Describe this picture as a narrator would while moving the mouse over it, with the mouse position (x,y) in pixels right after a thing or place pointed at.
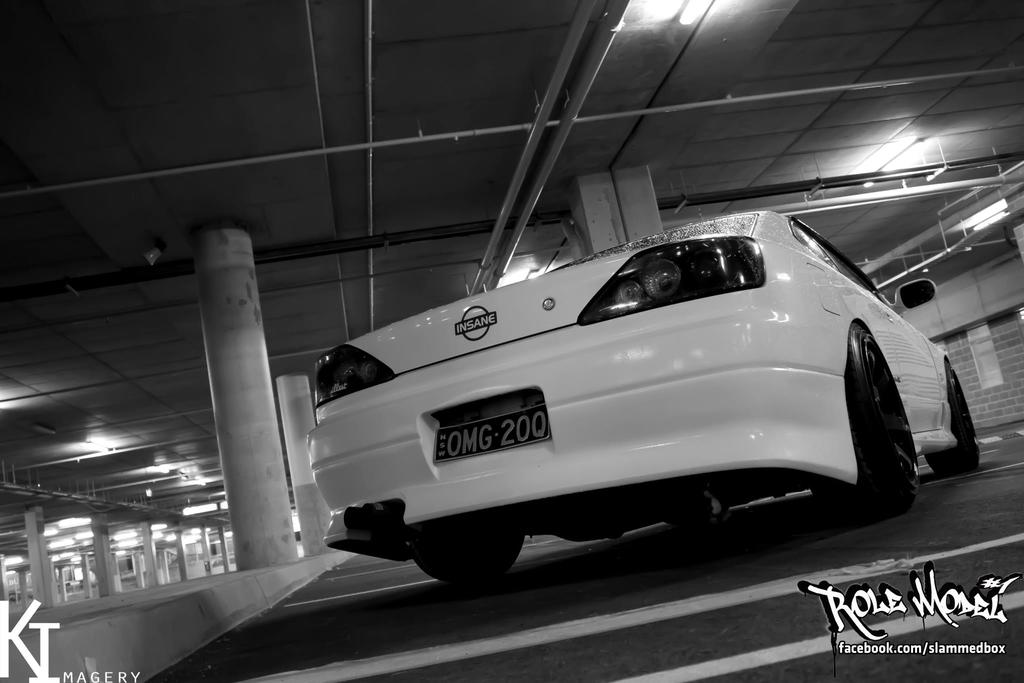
In the foreground of this image (594,292), there is a car (651,451) on the floor (614,648). In the background (283,453), there are pillars (259,516) and lights (513,279) to the ceiling (708,188).
